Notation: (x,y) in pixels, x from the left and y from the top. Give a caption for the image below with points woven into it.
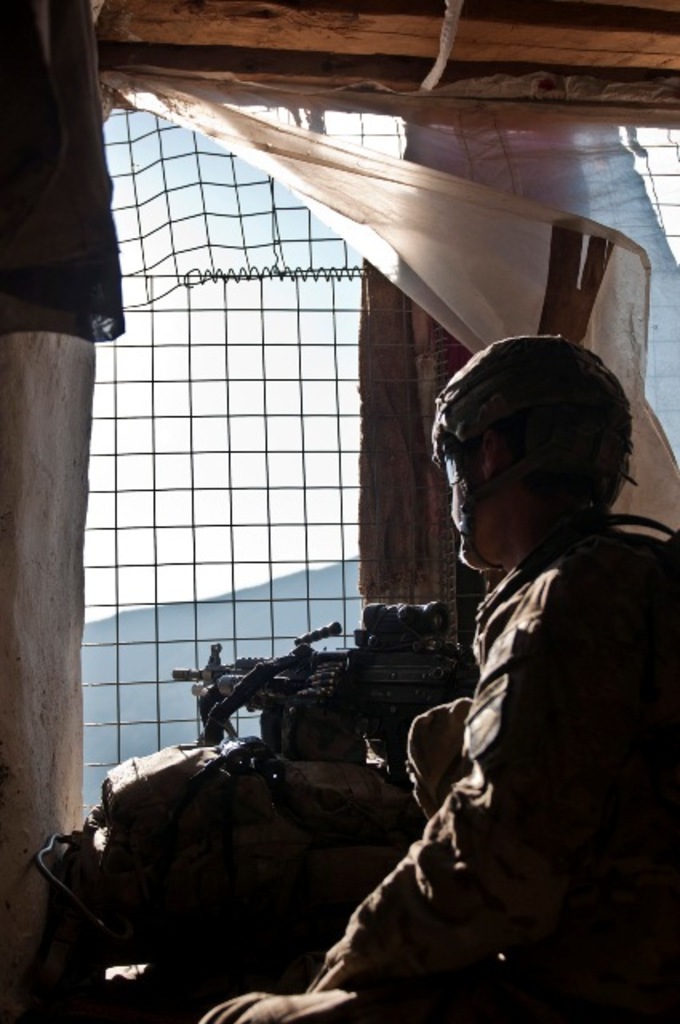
In this image we can see a person (543,427) sitting beside a metal grill (379,600). We can also see a gun (464,652), bag (177,907), curtain (413,164) and the rope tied to a wooden pole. On the backside (256,568) we can see the hill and the sky (332,262) which looks clear.
